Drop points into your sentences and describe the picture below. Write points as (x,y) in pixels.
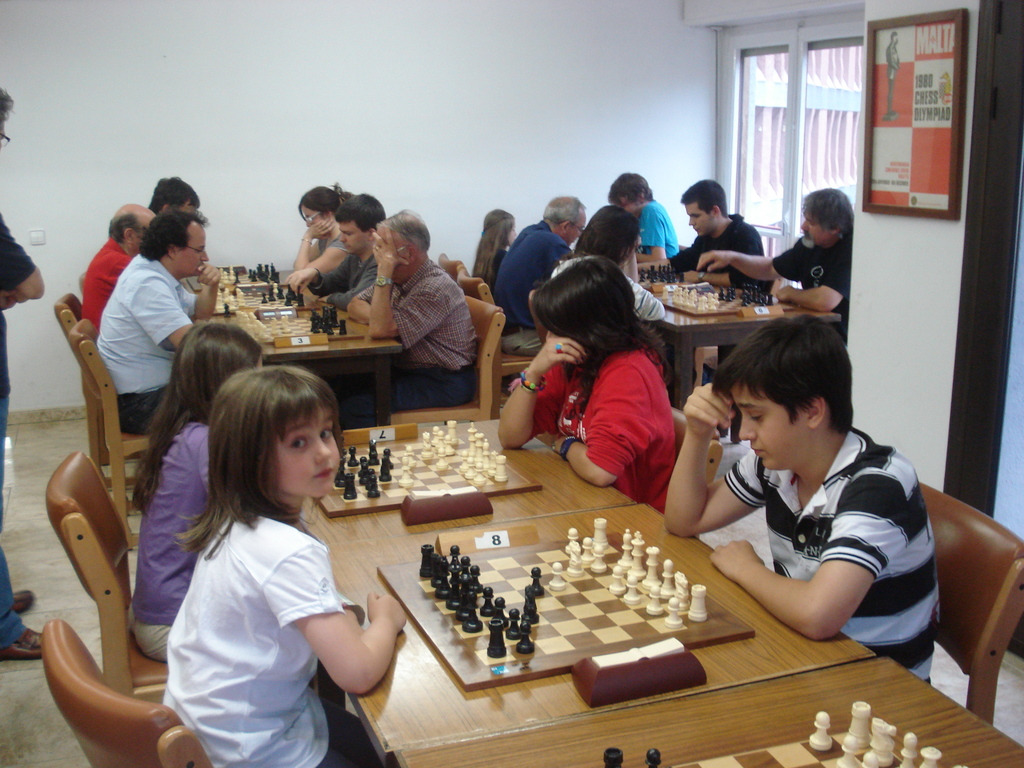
In this image i can see group of people (347,280) sitting on the chair (485,335) near to the table (358,349) and playing chess. And chess board (301,328) kept on the table (318,328). and i can see left side (19,279) a man (11,262) stand. And i can see right corner (768,112) there is a window (755,116) and i can see right corner (921,122) there is a frame (964,43) attached to the wall (910,262). i can see a red color shirt women (620,422) sitting on the chair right side of the image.
